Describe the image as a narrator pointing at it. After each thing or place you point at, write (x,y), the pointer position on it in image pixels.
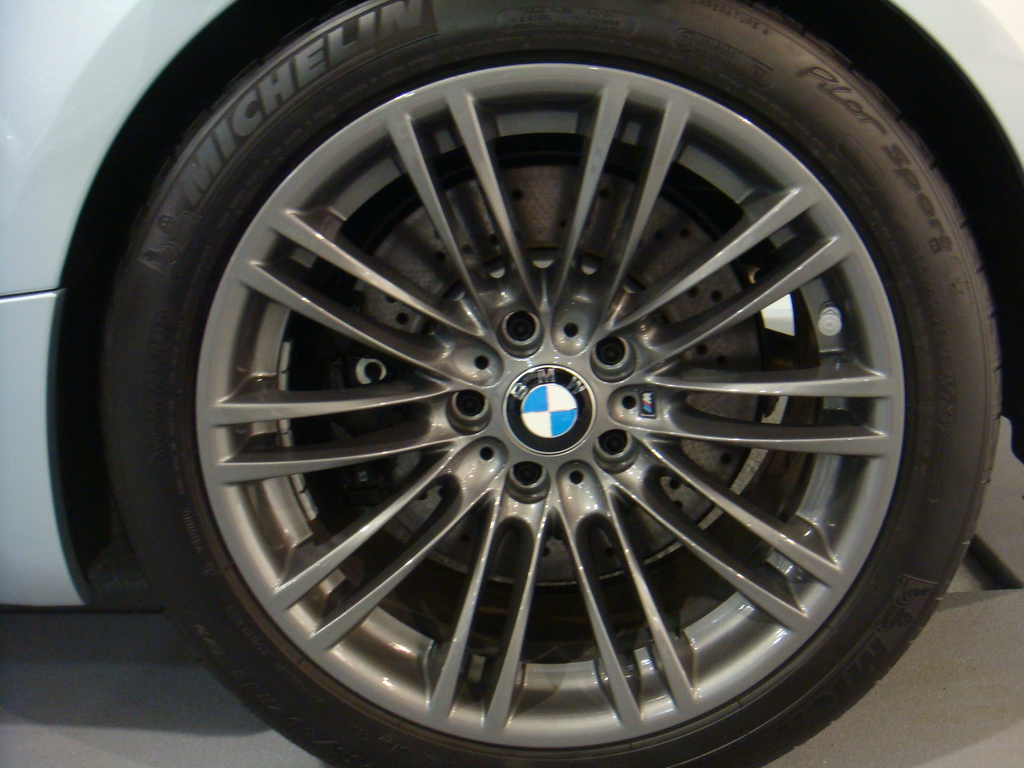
In this picture we can see a car wheel (630,372). On the tire (315,110) we can see the text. In the center of the image (573,402) we can see a logo (556,408) and text (586,389). At the bottom of the image (904,682) we can see the floor (116,677).
